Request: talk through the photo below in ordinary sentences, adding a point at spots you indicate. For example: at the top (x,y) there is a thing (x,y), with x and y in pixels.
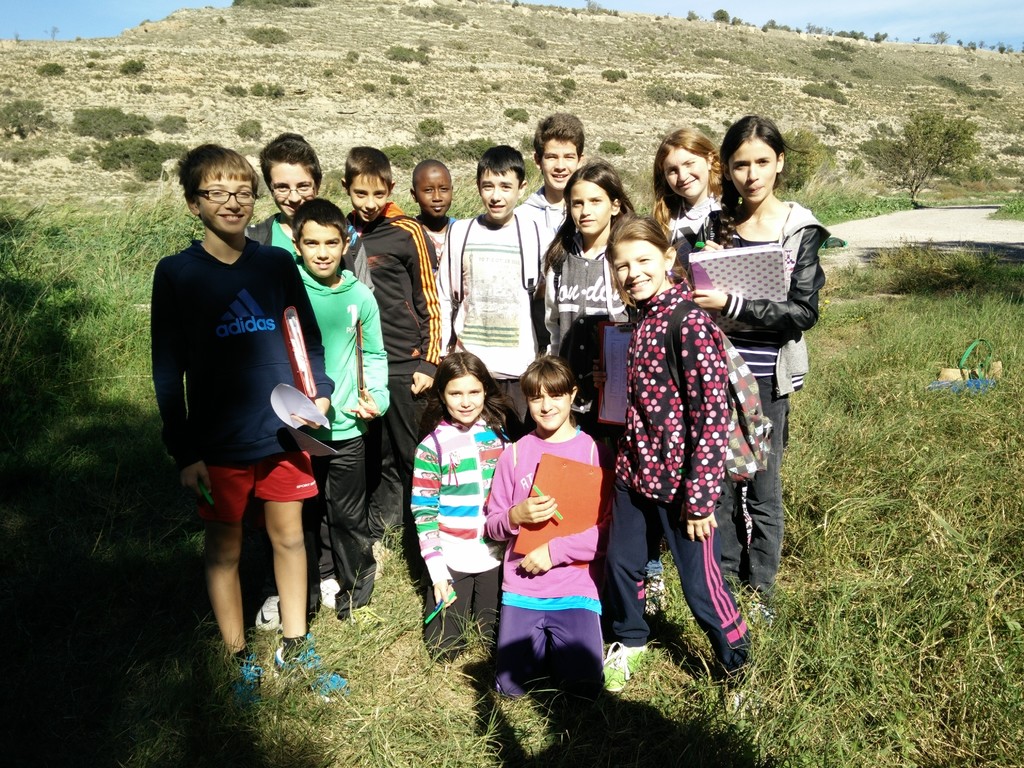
In this image there are a few people (451,310) standing and few are sitting on the surface (969,486) of the grass (930,638) with a smile on their face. In the background (929,4) there are few trees (859,36) and the sky (842,21).
